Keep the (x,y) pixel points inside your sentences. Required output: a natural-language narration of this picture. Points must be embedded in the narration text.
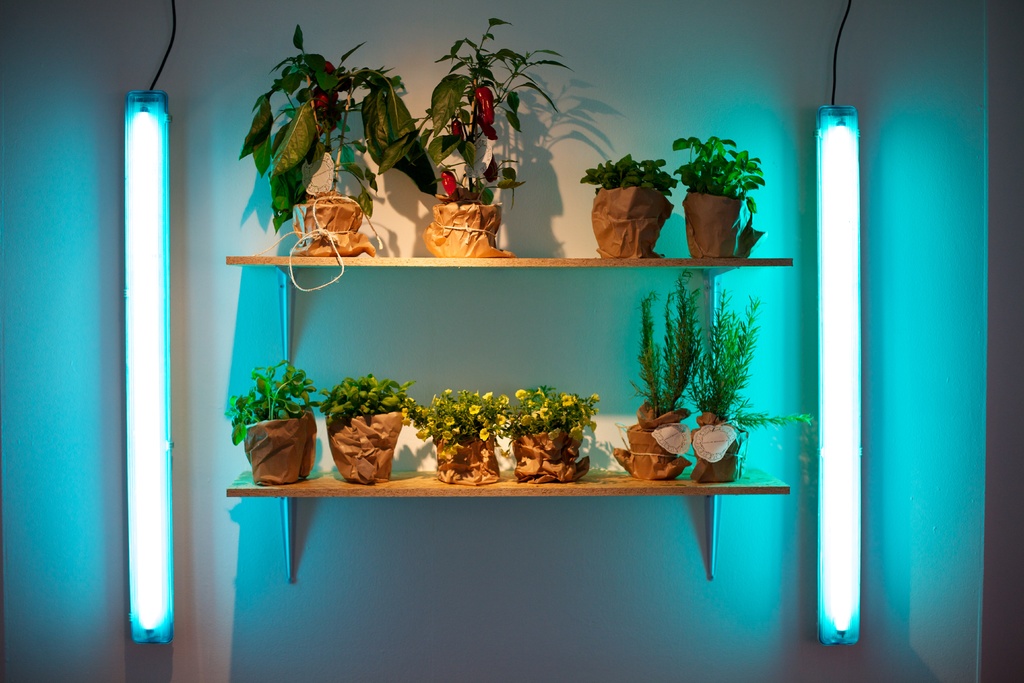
In this image we can see some flower pots (399,155) which are arranged on the shelves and there are some lights (143,203) at left (131,208) and right side of the image (848,247) which are attached to the wall (83,402).
